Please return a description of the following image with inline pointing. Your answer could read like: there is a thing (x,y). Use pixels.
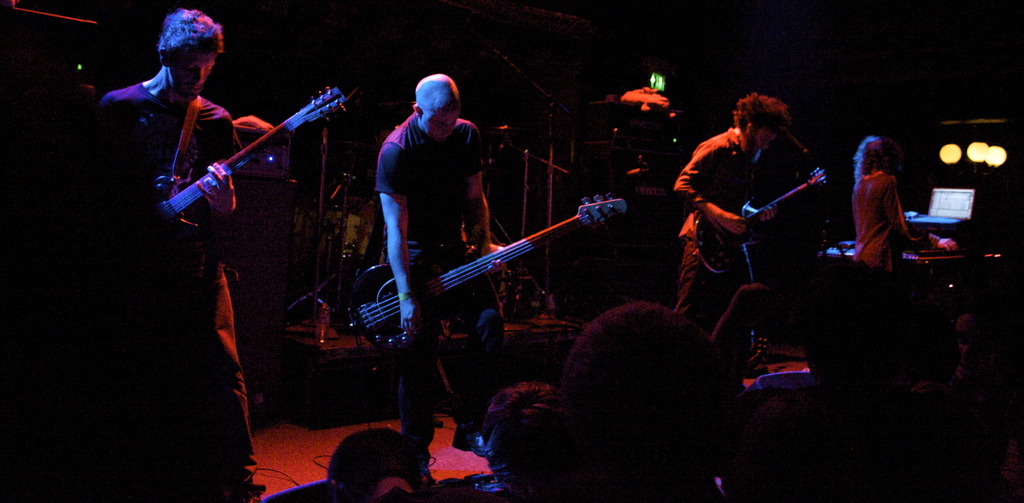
In this picture there are group of people (724,183) who are playing a guitar (789,193). There is a woman (882,198) who is playing a piano (908,256). There is a light (988,158).
